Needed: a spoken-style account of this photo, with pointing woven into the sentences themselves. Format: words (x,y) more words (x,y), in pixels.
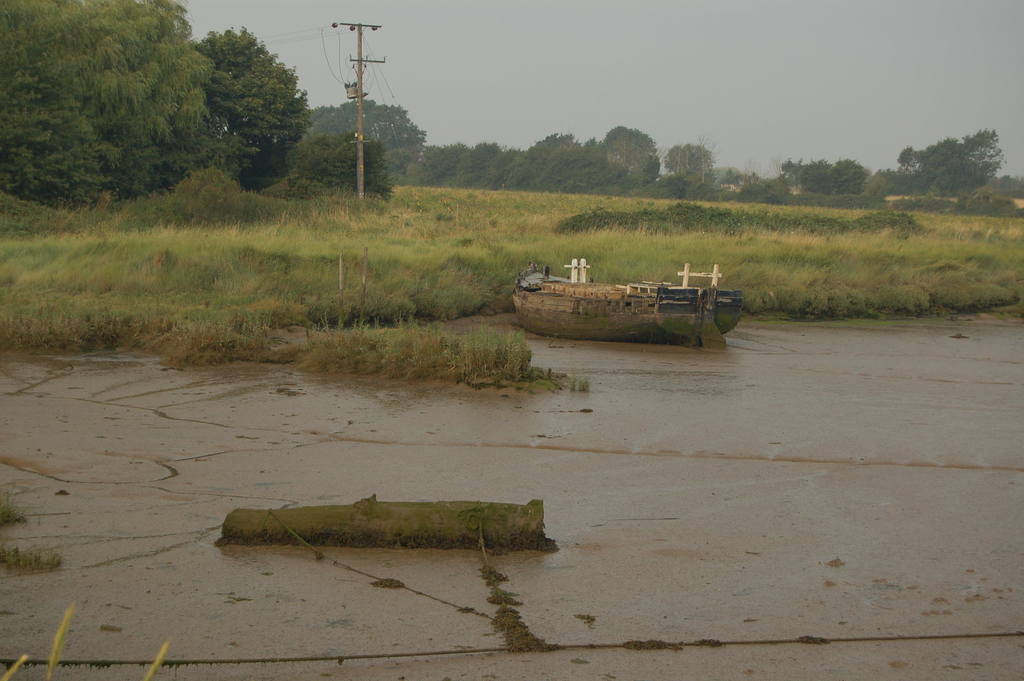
In this picture I can see boats (676,333) on the surface (656,389). I can see green grass (509,266). I can see trees (153,156) in the background (335,161). I can see an electric pole (357,138) on the left hand side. I can see clouds (602,77) in the sky (602,77).
